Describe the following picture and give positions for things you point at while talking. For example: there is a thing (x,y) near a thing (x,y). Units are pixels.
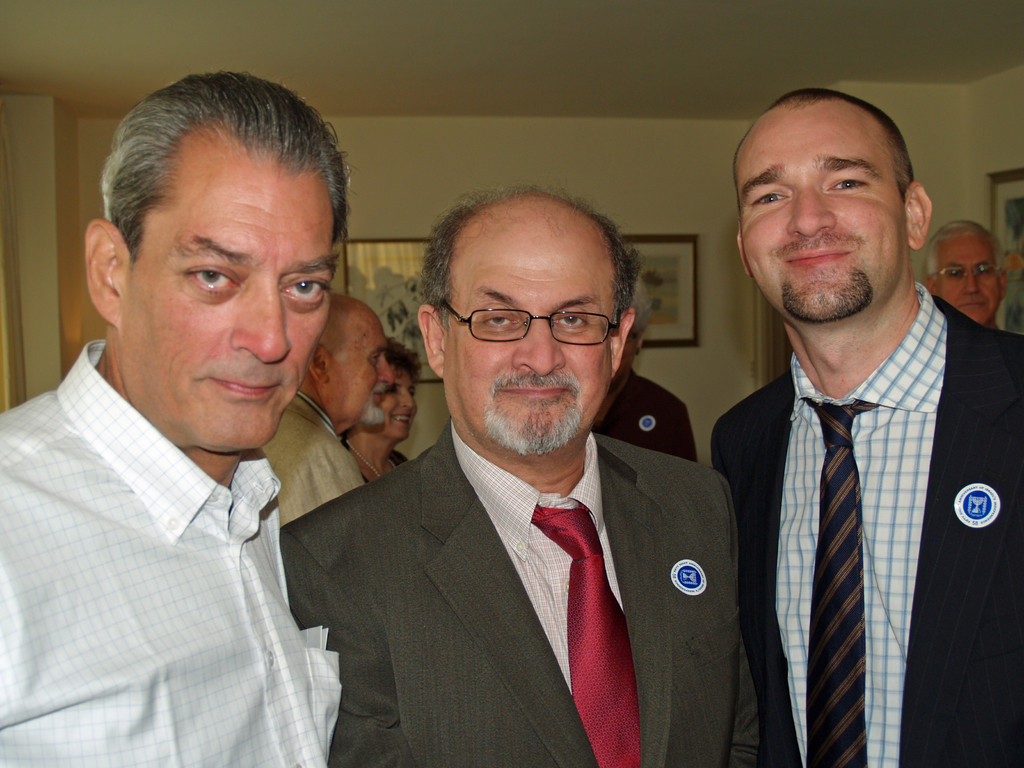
In this image, we can see people (408,353) and some are wearing coats (707,581) and badges (684,566). In the background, there are frames (692,255) on the wall (681,144).
